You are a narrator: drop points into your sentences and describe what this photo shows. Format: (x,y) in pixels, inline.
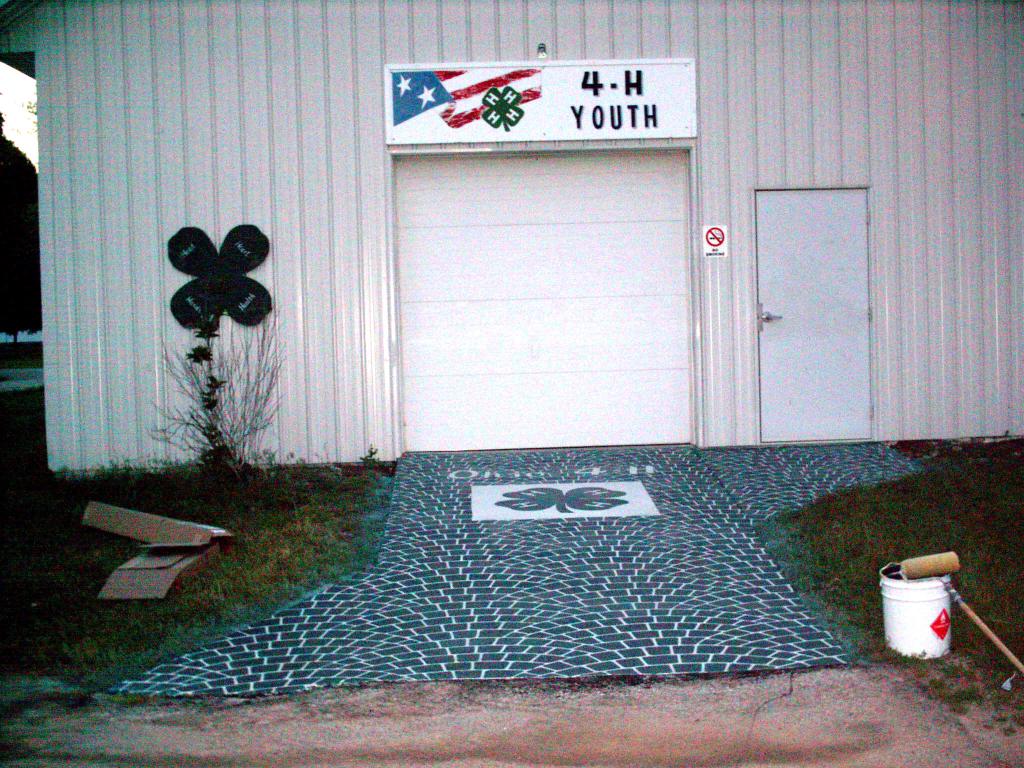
In the picture we can see a house (729,442) which is white in color and door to it and near the house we can see a path (811,483) which is blue in color with some designs (828,482) on it and on the either sides we can see a grass surface (862,505) and near to it we can see some bucket (902,602) which is white in color.
